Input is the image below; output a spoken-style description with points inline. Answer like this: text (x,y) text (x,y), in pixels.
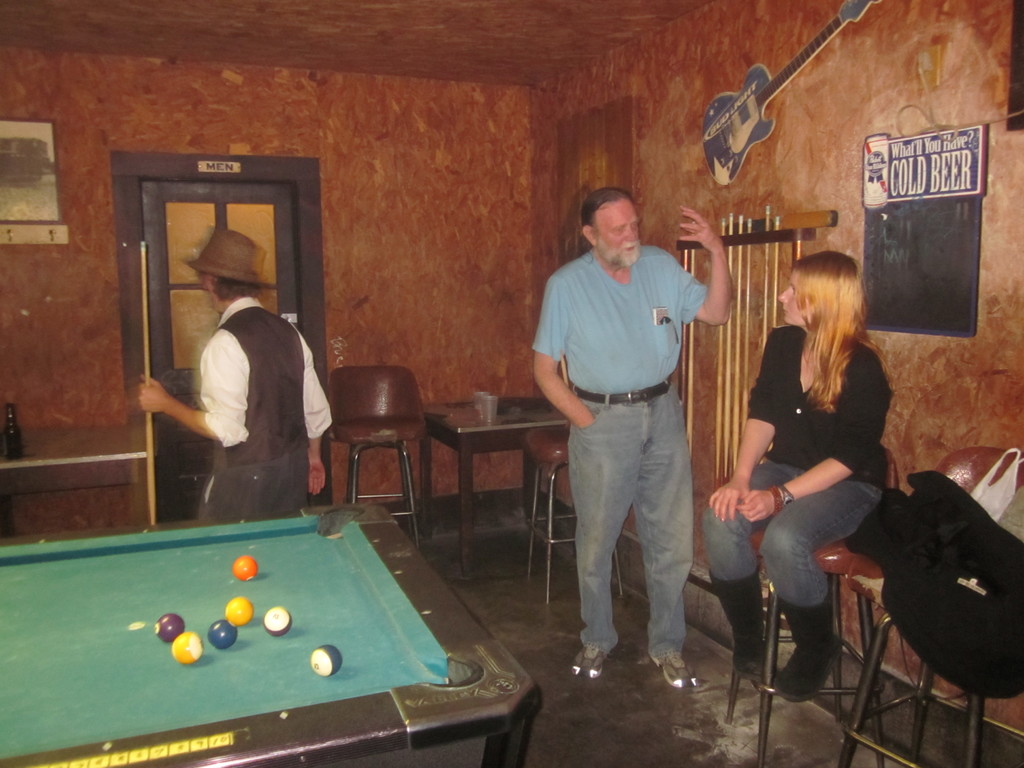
In this picture we can see two men (623,414) standing and here woman (807,423) sitting on stool (768,584) and talking to this man (623,340) and in front of them we have snookers table (224,574) and in background (44,259) we can see door (166,208), wall (527,162), chairs (372,393), table (491,429) glasses (494,416) on it, guitar (842,16), sticker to wall (701,162).
